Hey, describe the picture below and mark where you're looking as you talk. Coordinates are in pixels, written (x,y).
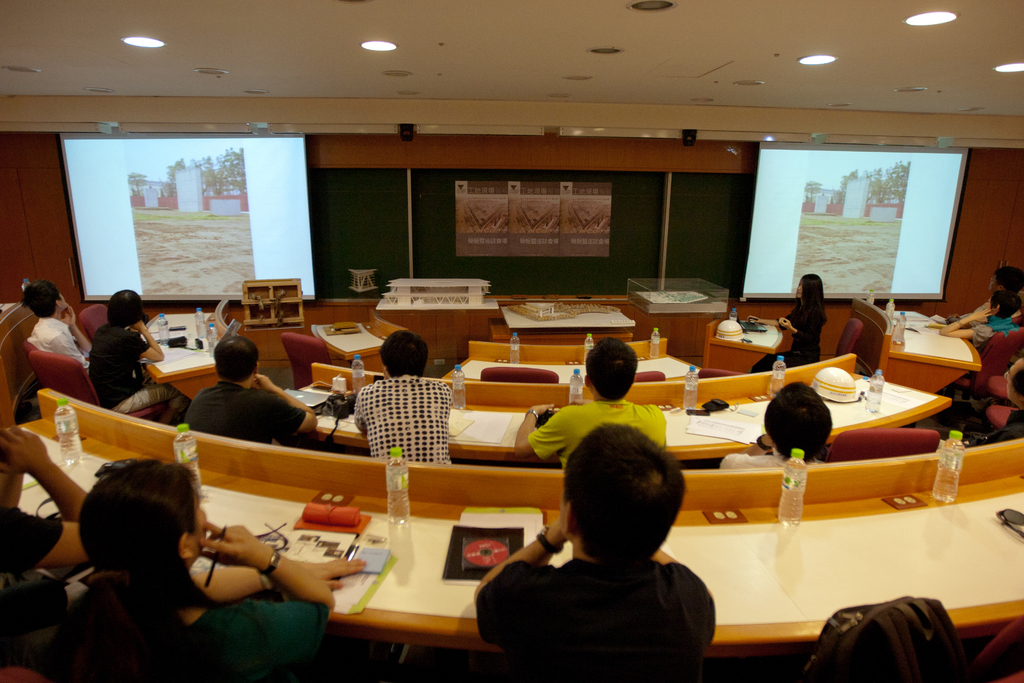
this picture shows group of people (37,469) seated on the chairs (983,682) and we see few books (372,568) water bottles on the table (459,413) and we see projector screens (298,165) on both the sides.
